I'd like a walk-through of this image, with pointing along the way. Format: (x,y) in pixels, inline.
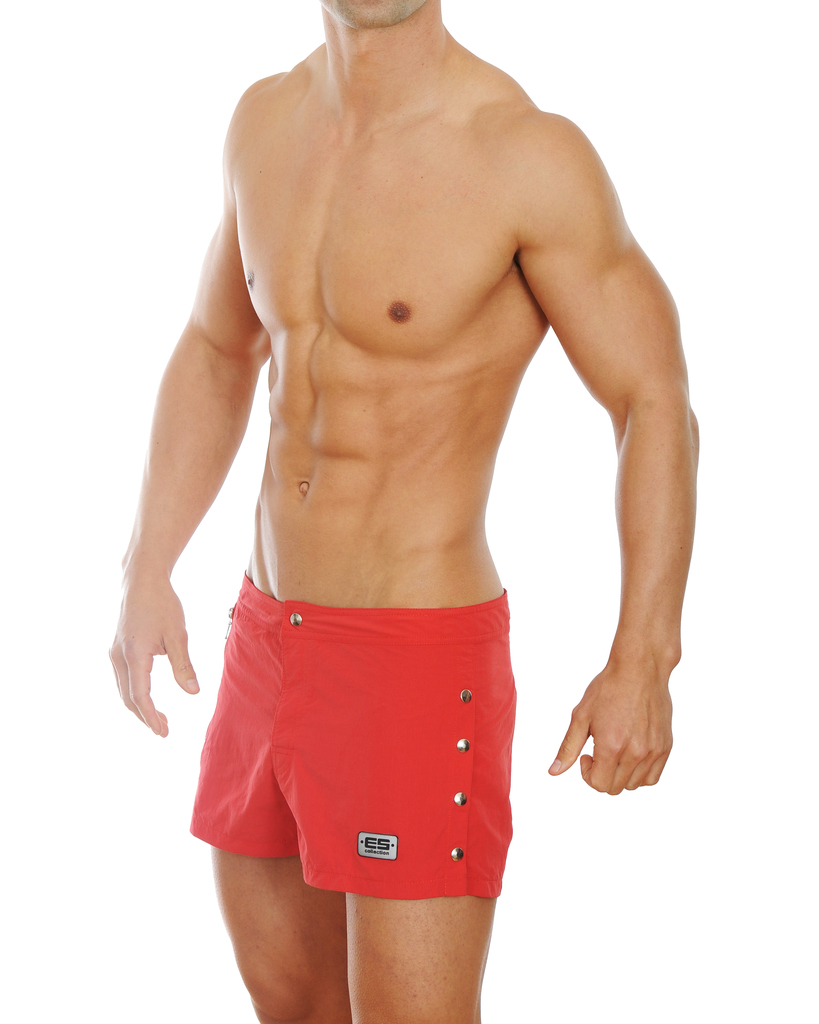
Here we can see a man (393,493) who wore red shorts (431,650) on his body (346,576).
